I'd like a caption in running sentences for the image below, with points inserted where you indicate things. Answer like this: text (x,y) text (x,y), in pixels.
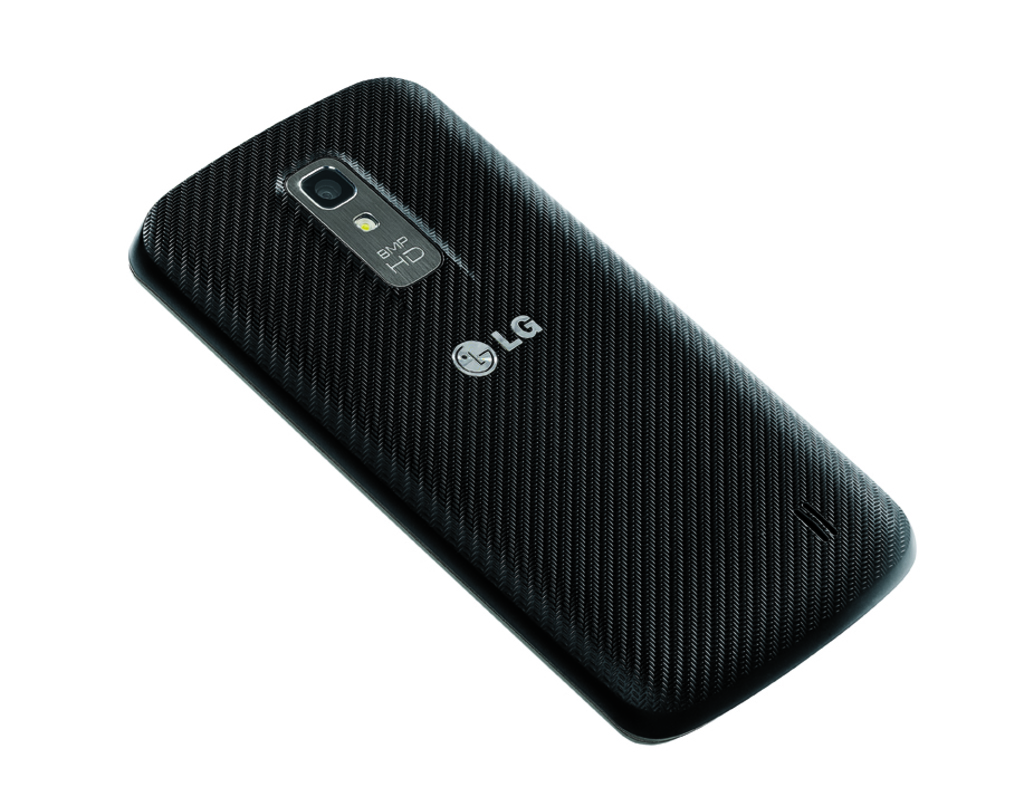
It is a mobile phone (505,195) which is in black color.
